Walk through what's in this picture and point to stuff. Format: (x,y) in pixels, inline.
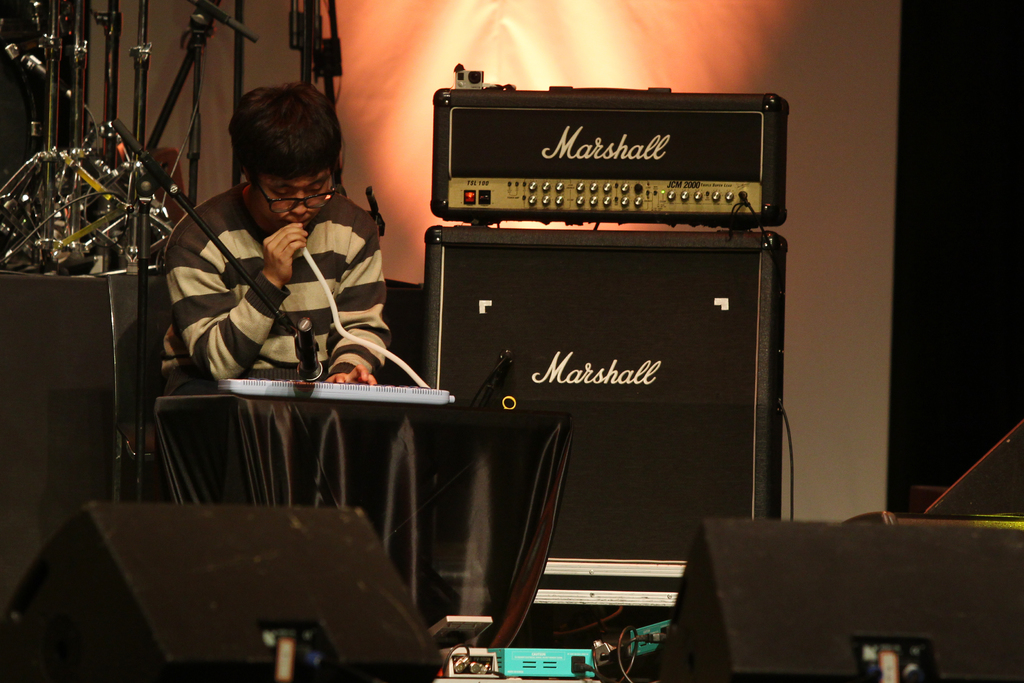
In this image there is a person (309,293) holding a pipe (304,252). Before him there is a table (312,407) having a musical instrument (365,389). Left side (237,267) there is a mike stand (250,276). Behind him there is a table (81,275) having few stands (95,151) on it. Bottom of the image (453,643) there are few objects (632,645). Beside him there are few devices (612,273). Background (413,137) there is a wall (643,6).
